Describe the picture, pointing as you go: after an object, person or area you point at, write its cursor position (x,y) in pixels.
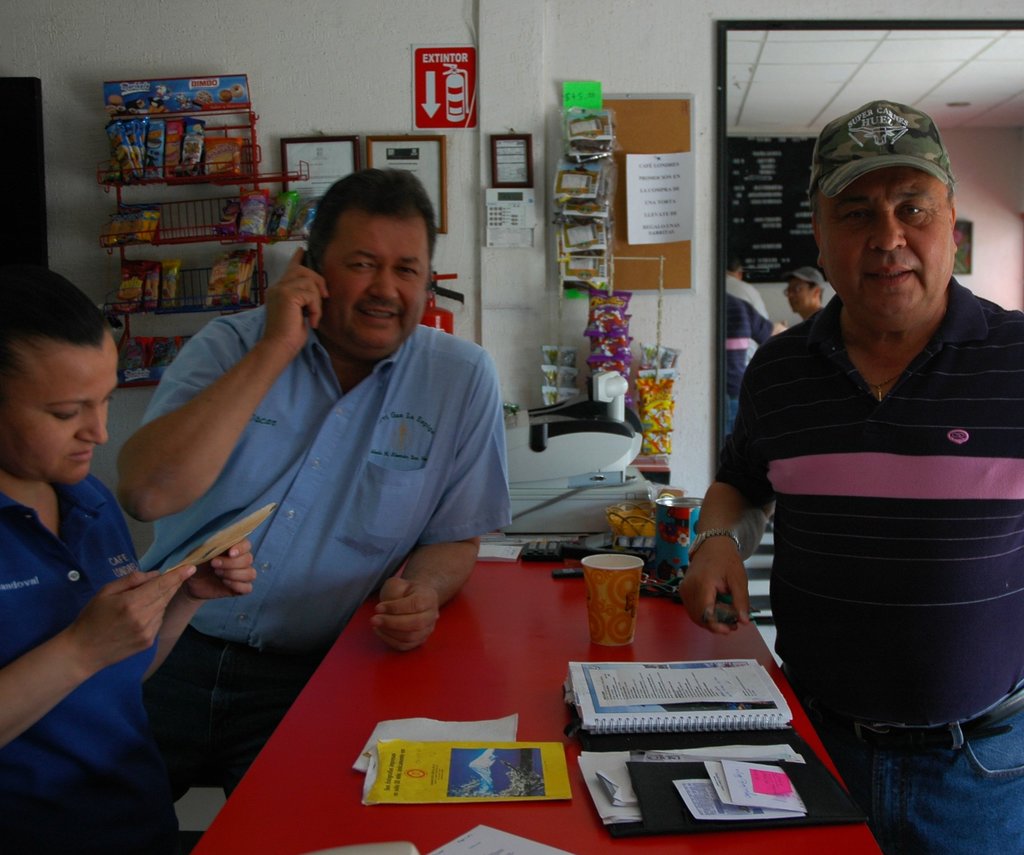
Here we can see people (283,397). This person (73,474) is holding a paper (221,534). On this table (443,815) there is a cup (621,644), books (611,707), papers (465,736) and things (635,492). In this rack (212,225) there are food packets (185,143). Boards (426,87) and pictures (505,144) are on the wall (249,66). On this board (607,101) there is a paper (670,178) and things (587,123). Far there is a blackboard (773,245). Something written on this black board (781,181). In-front of this chalkboard (775,182) there are people (729,331).
